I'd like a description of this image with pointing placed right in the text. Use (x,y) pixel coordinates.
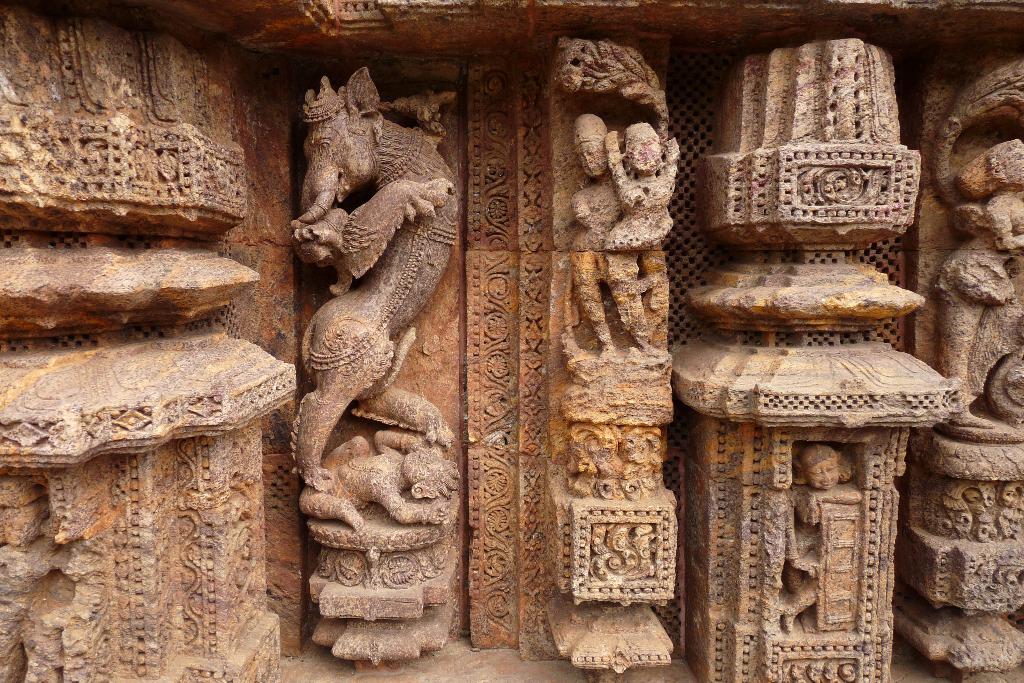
In the picture we can see a historical temple wall (244,597) with some sculptures (817,672) to it and they are brown in color.
